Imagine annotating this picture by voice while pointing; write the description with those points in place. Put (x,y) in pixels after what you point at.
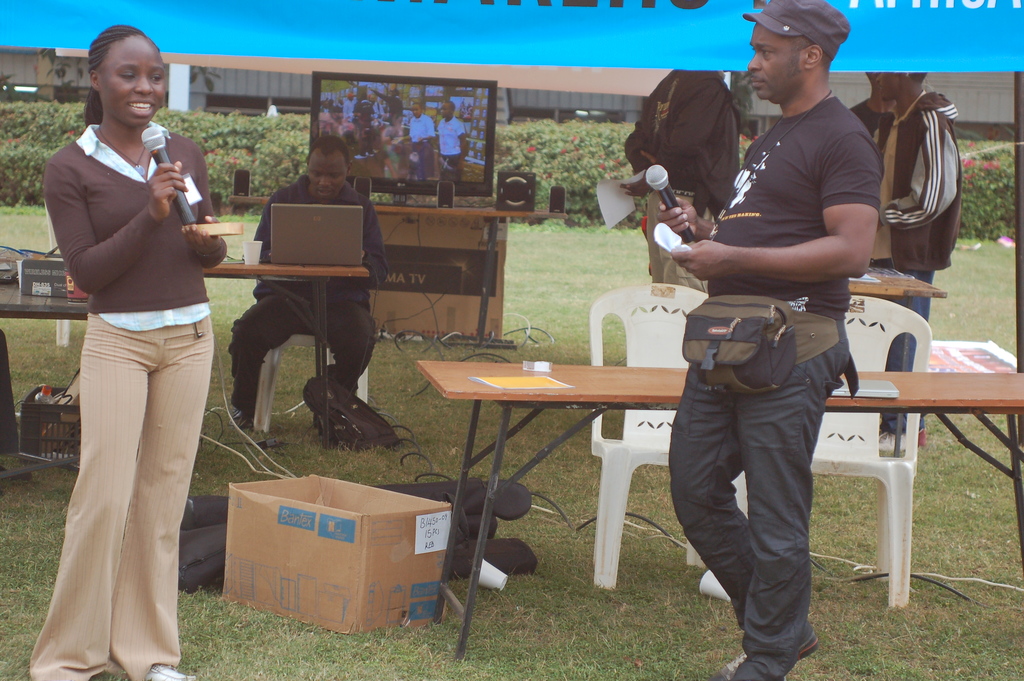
In this image there is a man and a woman (194,157) holding mics (175,190) in their hands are speaking, behind them there are tables (470,365) and chairs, on the tables (316,314) there are some objects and on the surface (298,401) there are some objects (369,426) and there is a person (350,336) sitting on the chair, in front of him there is a laptop (282,237) with a cup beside him, behind him there is a television (366,150) on a table (454,210) with speakers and there are some other objects (459,224) and there are a few people (905,153) standing behind, on top of the image (231,47) there is a banner (590,30), in the background of the image (576,185) there are bushes (238,147) in front of a building (540,112).
